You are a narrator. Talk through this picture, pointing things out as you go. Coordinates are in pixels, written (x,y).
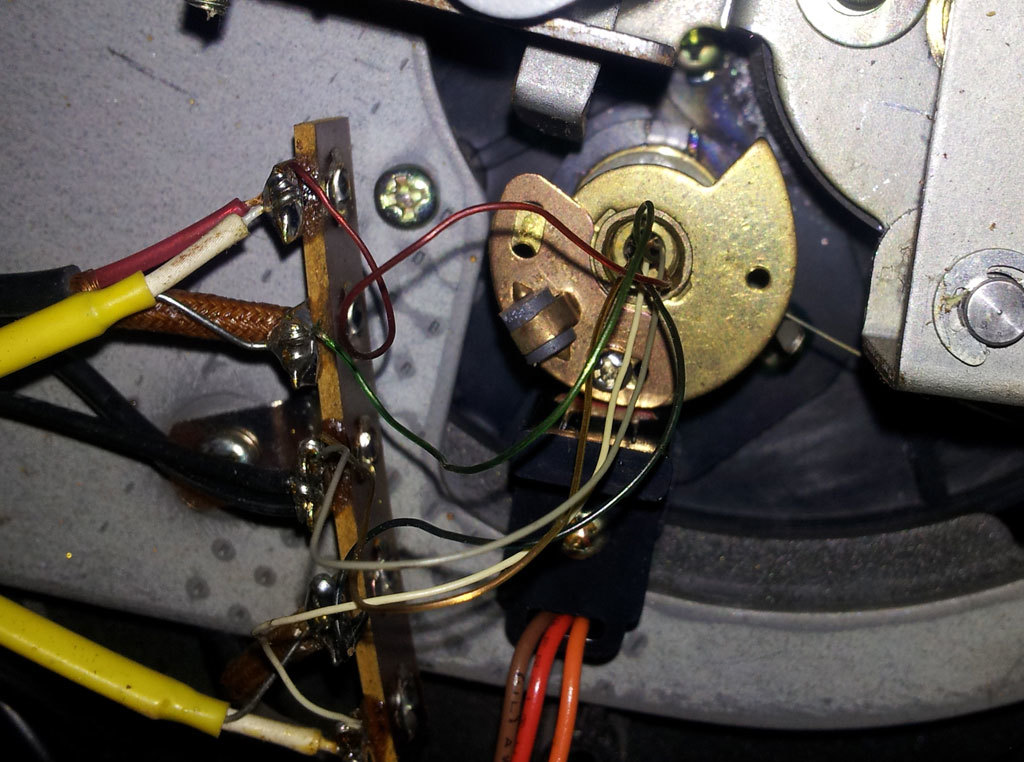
In this image there is an object (587,271) on the right side of this image (699,210) and there are some wires (420,524) connected to this object (597,282) as we can see in middle of this image (634,275). There are some wires (243,315) on the left side of this image (231,318).
